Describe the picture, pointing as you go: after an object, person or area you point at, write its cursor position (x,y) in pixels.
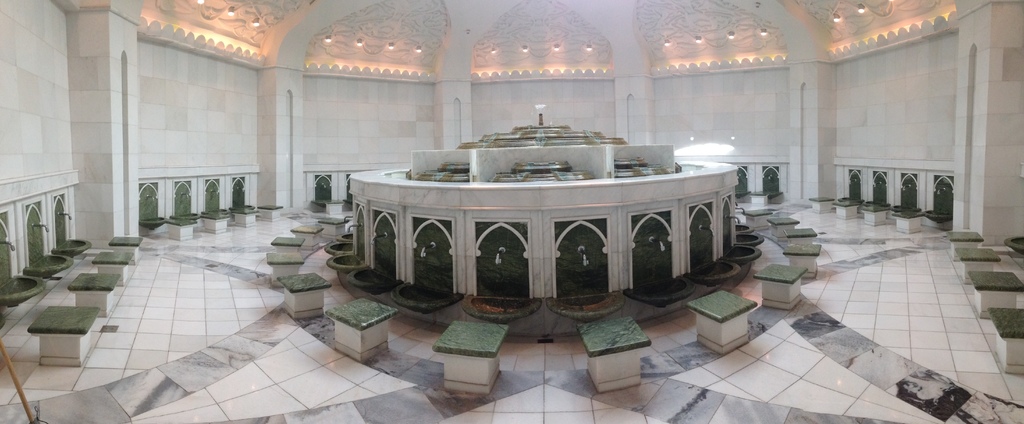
This is an inside view picture. We can see the walls (233,97), taps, marble stools (98,308). We can see the wash basins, platform (616,201). At the top (705,18) we can see the ceiling (663,33) and the lights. At the bottom portion of the picture (848,358) we can see the floor (309,385). On the left side of the picture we can see the wooden stick (17,381).
